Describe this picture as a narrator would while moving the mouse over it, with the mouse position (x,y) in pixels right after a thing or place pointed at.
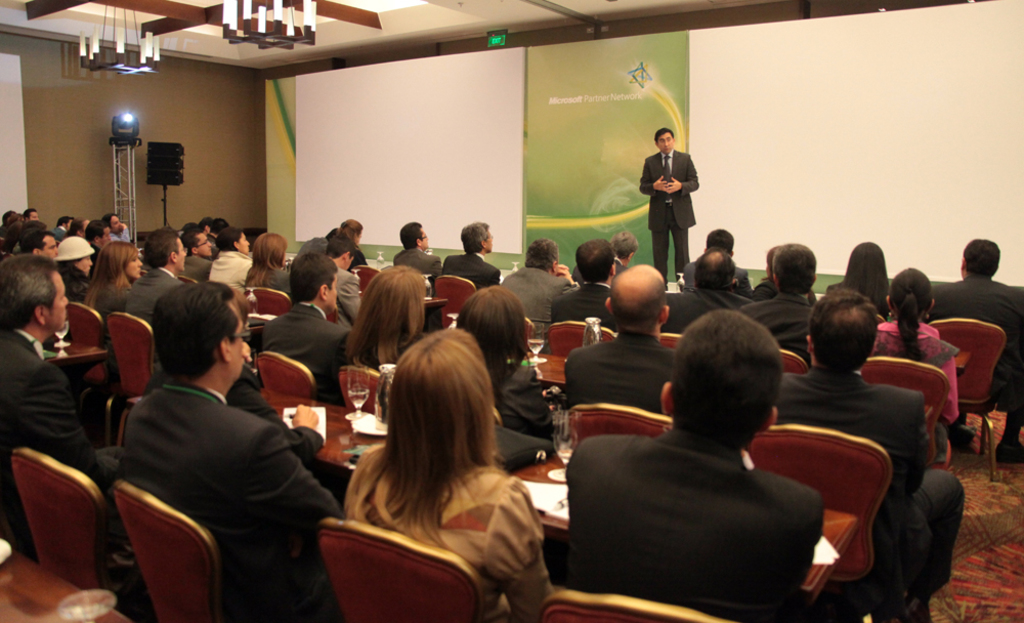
This picture is clicked in the conference hall (119,588). Here, we see people (344,337) sitting on the chairs (169,593). In front of them, we see tables (280,407) on which papers (303,425) and glasses (351,415) containing water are placed. The man (670,176) in white shirt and black blazer (686,168) is standing on the stage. He is trying to talk something. Behind him, we see a green board (552,137) and projector screens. On the left side (129,148), we see a speaker box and a stand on which light (131,118) is placed.
